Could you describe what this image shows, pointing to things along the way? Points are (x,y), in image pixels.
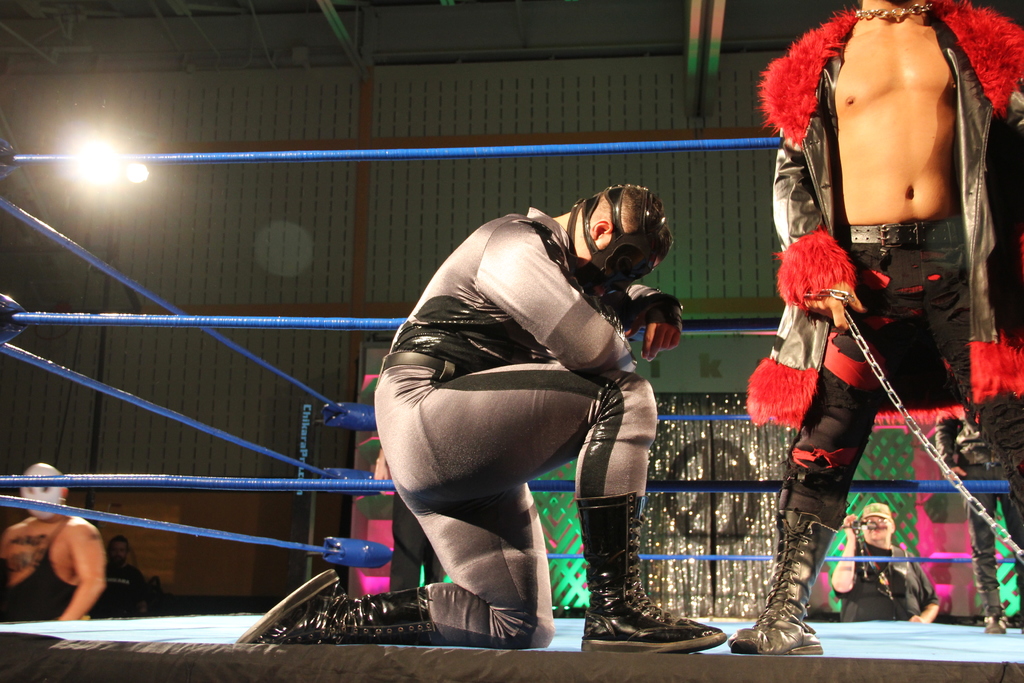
In this image I can see group of people (585,360) standing. In front (904,330) the person (792,415) is wearing black and red color dress (869,372) and holding the chain (866,351). Background (886,518) I can see the person (872,511) holding the camera (869,525) and I can also see the light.
